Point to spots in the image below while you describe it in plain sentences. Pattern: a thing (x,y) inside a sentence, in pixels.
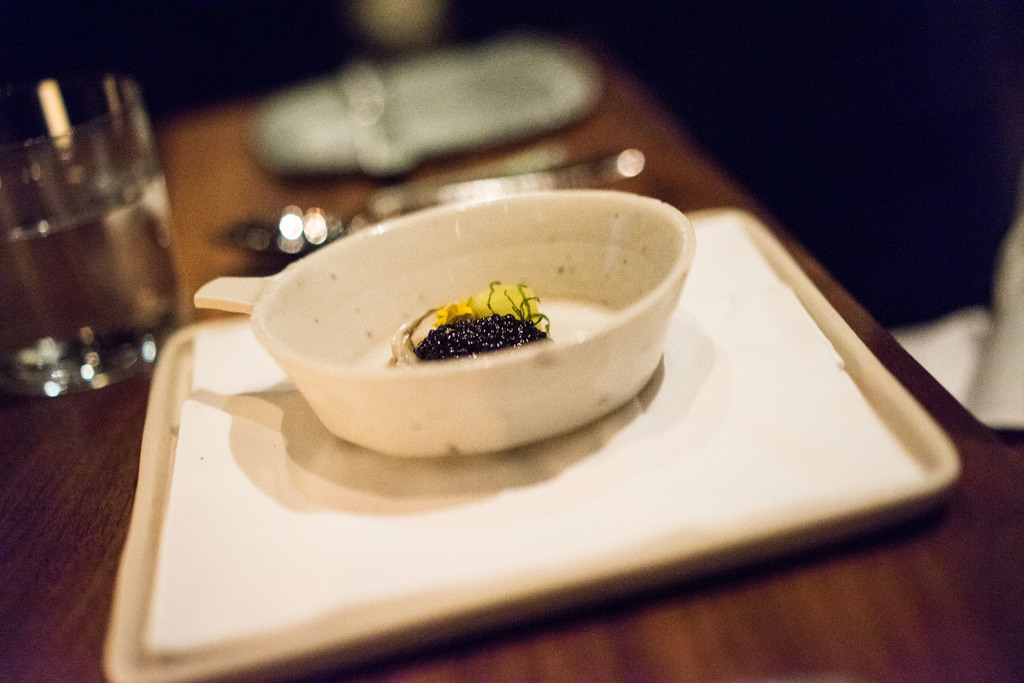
In this image I can see the plate (464,524), glass (54,195) and bowl (553,293) on the brown color table (48,432). And I can see the blurred background (622,43).
